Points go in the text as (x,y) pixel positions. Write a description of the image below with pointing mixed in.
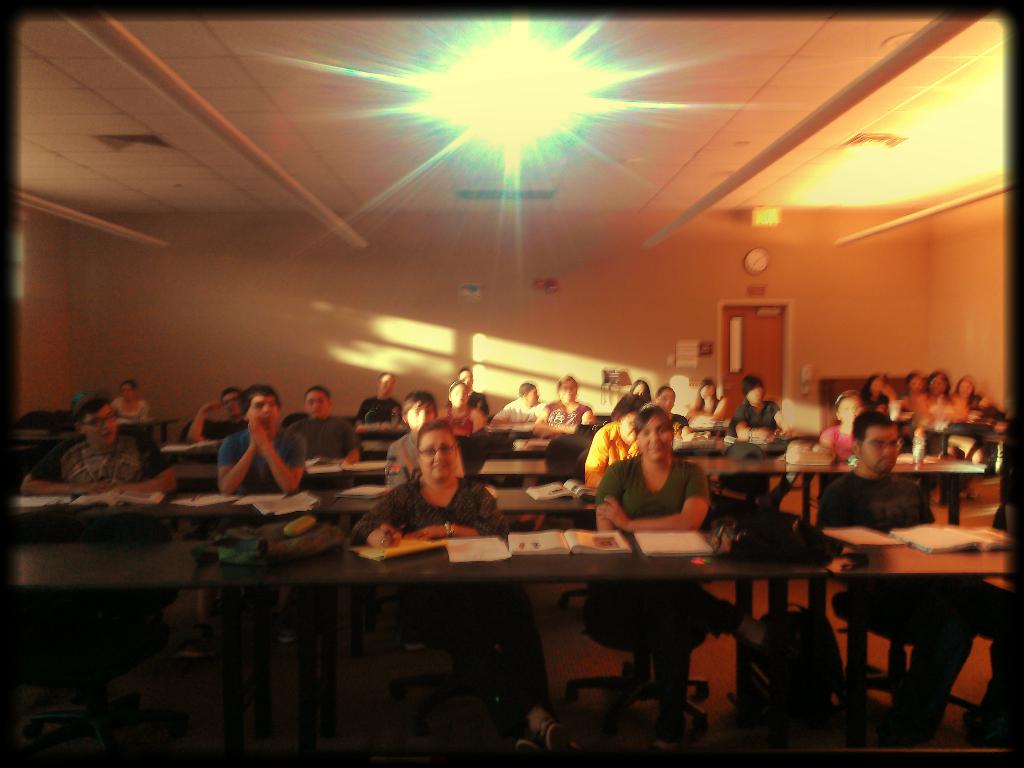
In this picture we can see a group of people (875,394) sitting on chairs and in front of them on tables (398,559) we can see books (556,544), bags (813,529) and in the background (220,322) we can see a door (746,322), clock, wall (557,296), lights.
